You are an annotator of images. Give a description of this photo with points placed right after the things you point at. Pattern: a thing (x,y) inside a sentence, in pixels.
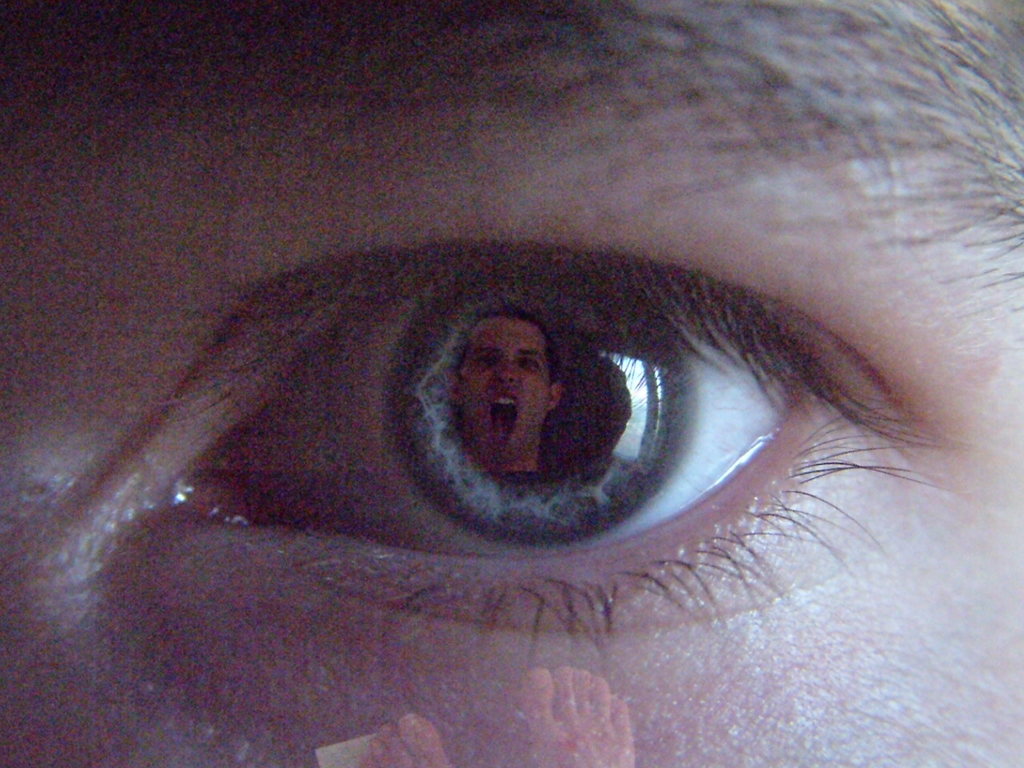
In this picture I can see an eye (388,481). From the eye (407,456) I can see a person's face (529,417). In the below of the image I can see legs (574,736) of a person (406,739).
